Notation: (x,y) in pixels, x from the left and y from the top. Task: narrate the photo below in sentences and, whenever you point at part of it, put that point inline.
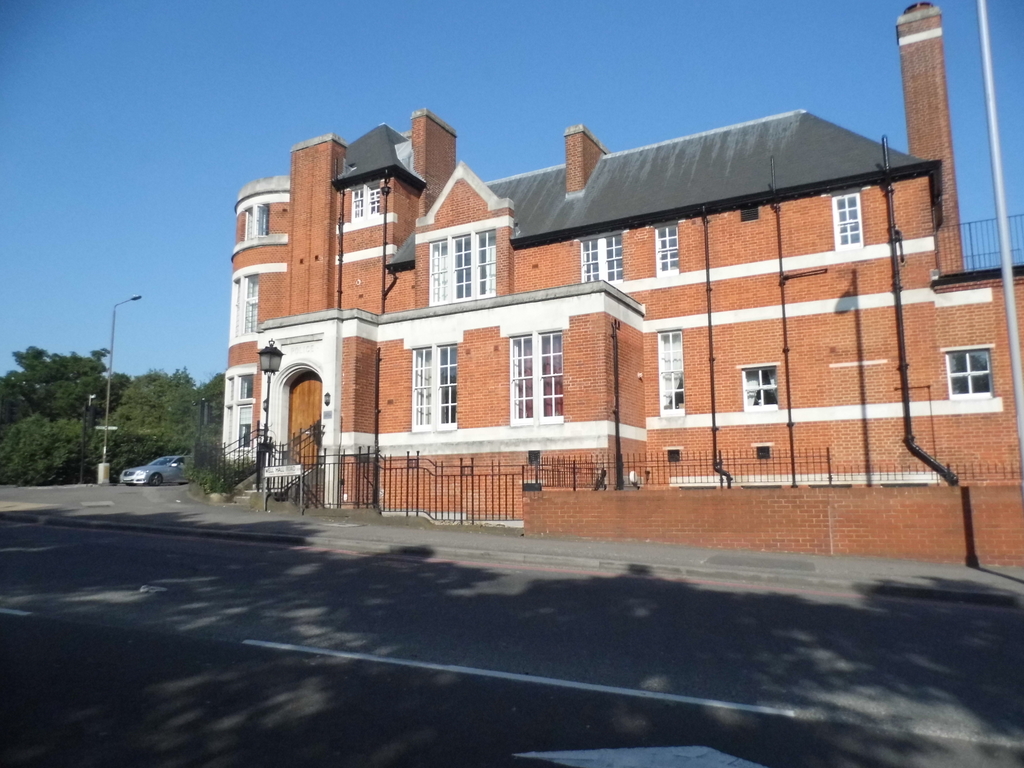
This is an outside view. Here I can see a building (494,407). At the bottom of the image (447,691) there is a road (324,593). On the left side (44,444), I can see few trees (95,445), street light (113,340) and a car (150,477) on the road (87,493). At the top (89,99) I can see the sky (182,100).
